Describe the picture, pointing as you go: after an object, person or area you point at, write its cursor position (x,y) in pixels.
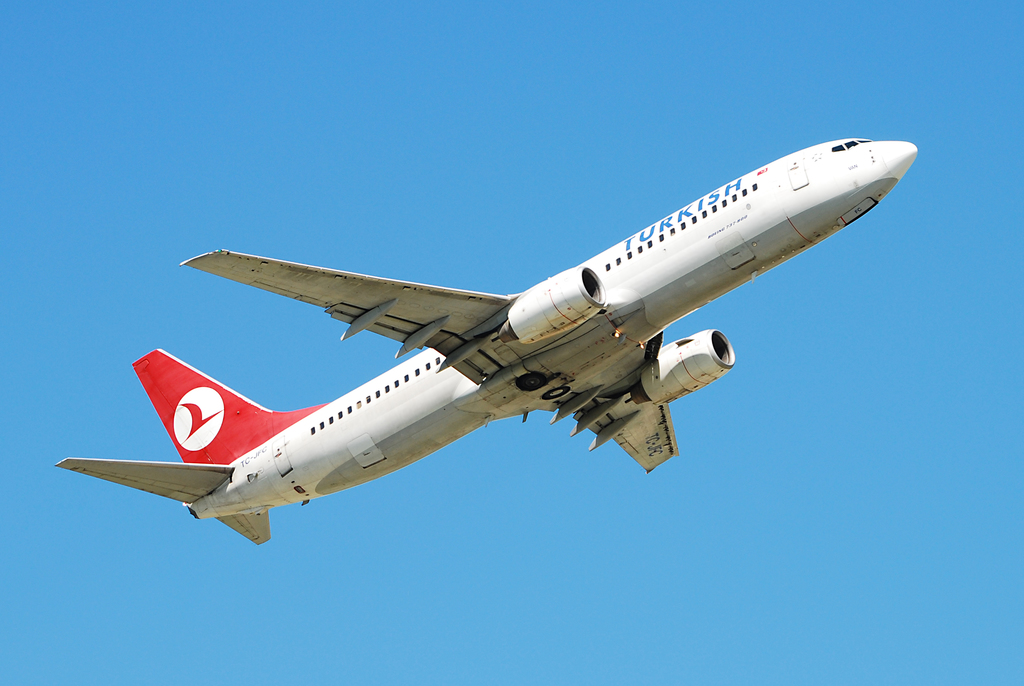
We can see airplane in the air (483,237). In the background (494,231) we can see sky (566,252) in blue color.
